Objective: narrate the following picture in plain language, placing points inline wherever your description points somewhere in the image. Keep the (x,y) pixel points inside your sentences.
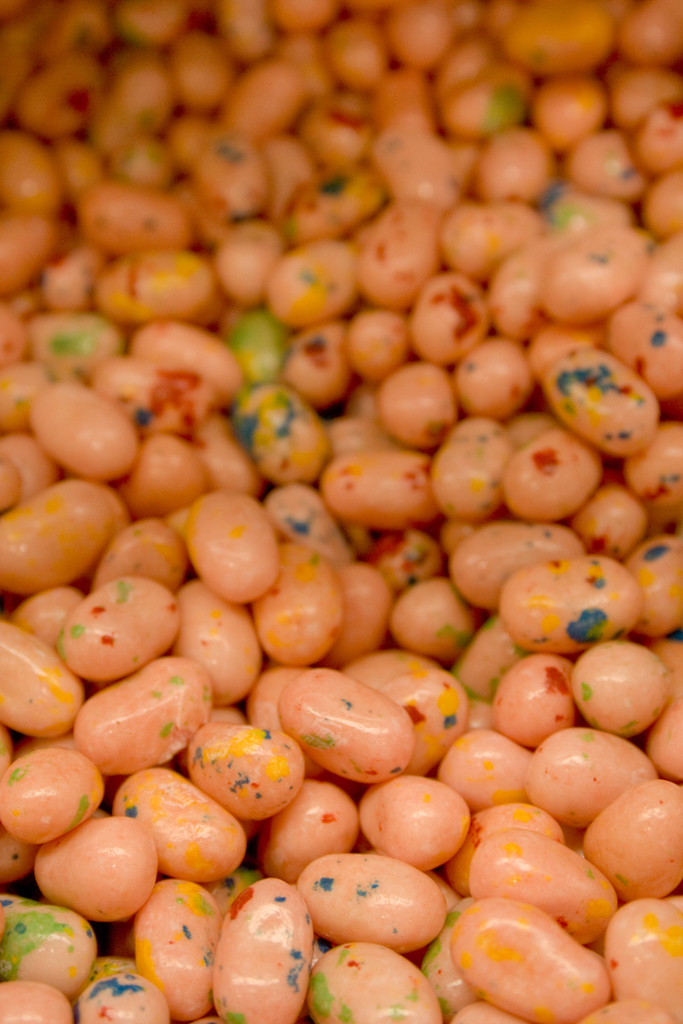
In this picture those are looking like the jelly beans (328,371).
